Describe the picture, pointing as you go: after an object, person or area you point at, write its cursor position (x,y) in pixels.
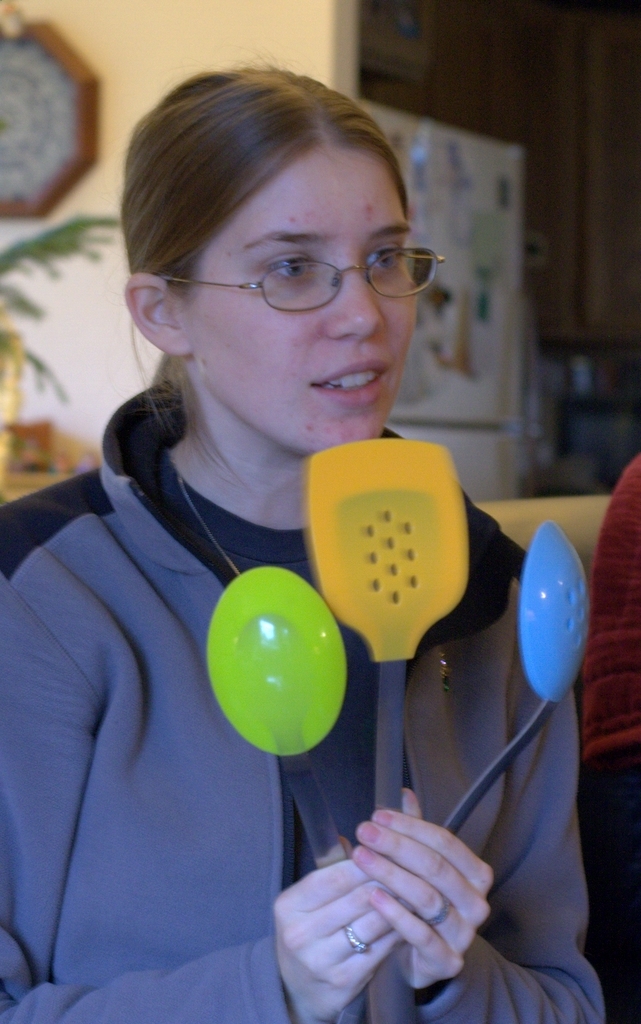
In this image I can see a woman (18,805) holding colorful spatulas (569,604) and her mouth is open, in the background (125,112) I can see the wall (127,97), on the wall (121,103) I can see the clock (40,216) and I can see a leaf (6,257).
